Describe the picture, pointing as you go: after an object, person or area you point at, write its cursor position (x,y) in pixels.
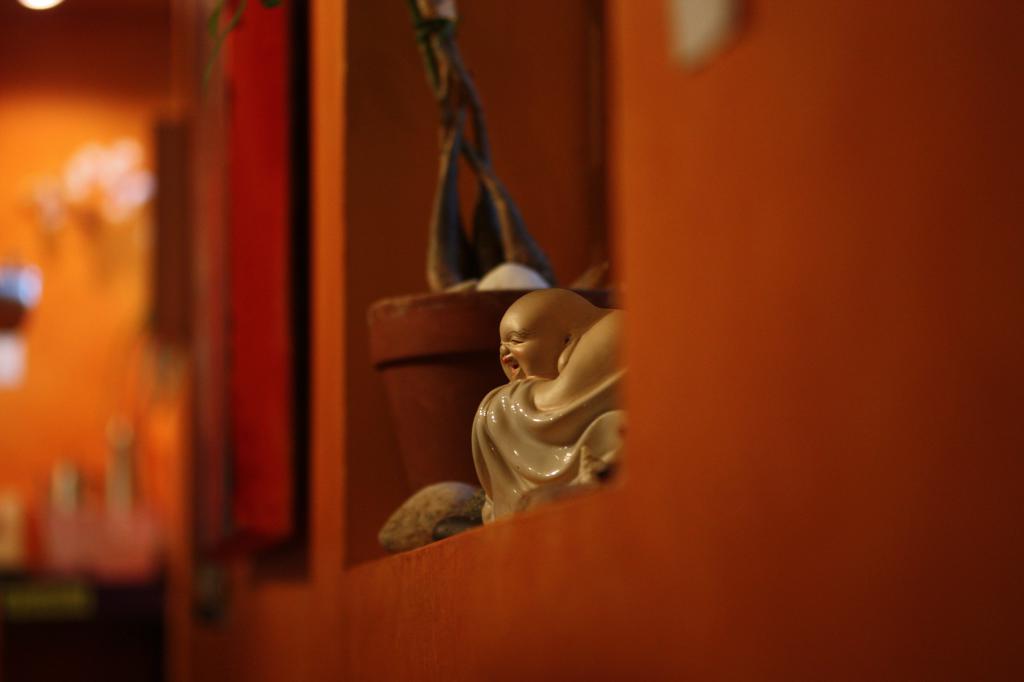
In the image there is a laughing Buddha (516,353) and a plant (455,270) are kept in a shelf (561,48), beside the shelf (558,275) there is an orange wall (667,383) and the background of the wall (332,472) is blur.
